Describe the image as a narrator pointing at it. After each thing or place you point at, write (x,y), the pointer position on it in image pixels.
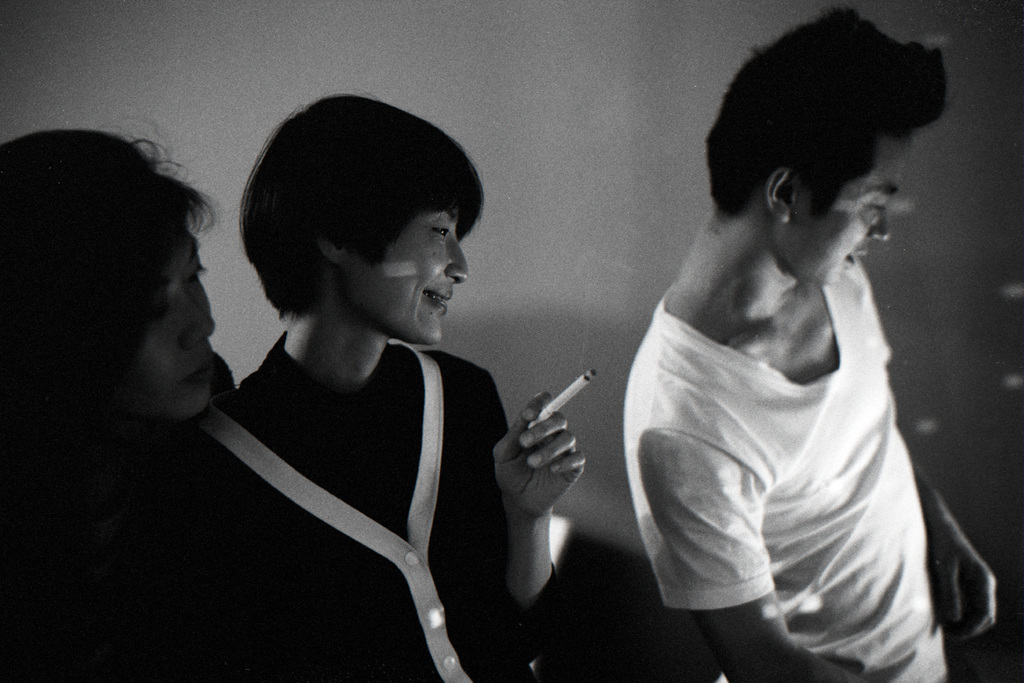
In this image I can see on the right side (840,230) a man (847,548) is there, he wore white color t-shirt (867,542). In the middle (569,453) another person (544,448) is holding the cigarette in the hands (557,441). On the left side (139,181) there is a woman (165,366) looking at that side this image is in black and white color.
